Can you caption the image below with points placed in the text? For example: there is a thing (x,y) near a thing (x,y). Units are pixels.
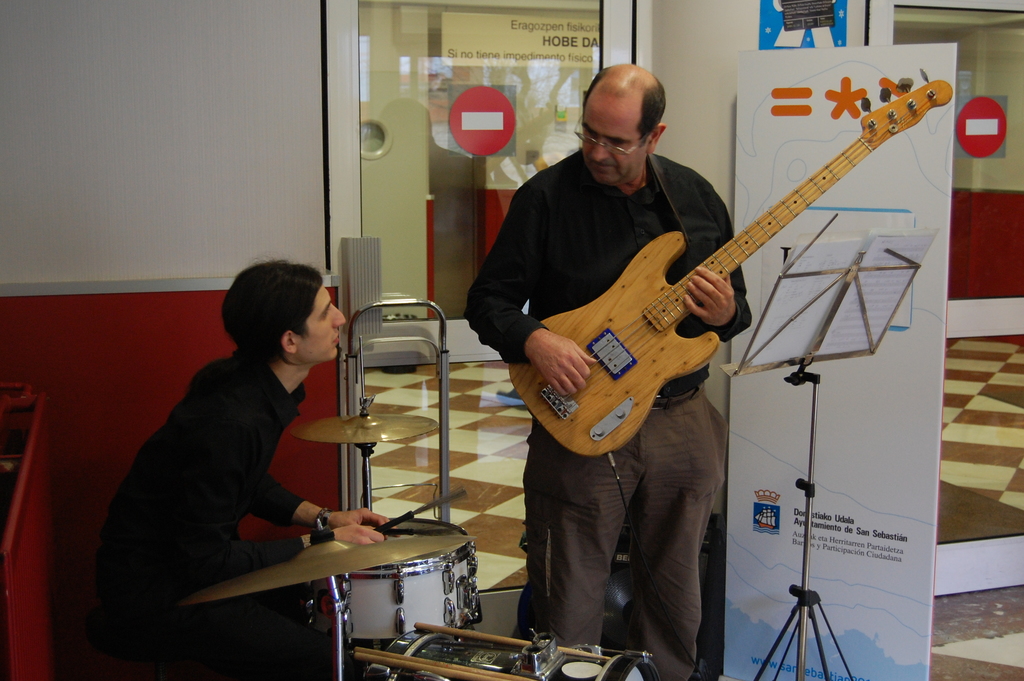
There is a man (700,239) standing at the center (602,452) and he is holding a guitar (539,418) in his hand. There is another person (264,274) who is sitting on a chair (139,643) on the left (205,612) and he is playing a snare drum (428,595) with drumsticks (424,509). There is a stand (805,649) on the right side (854,264).
